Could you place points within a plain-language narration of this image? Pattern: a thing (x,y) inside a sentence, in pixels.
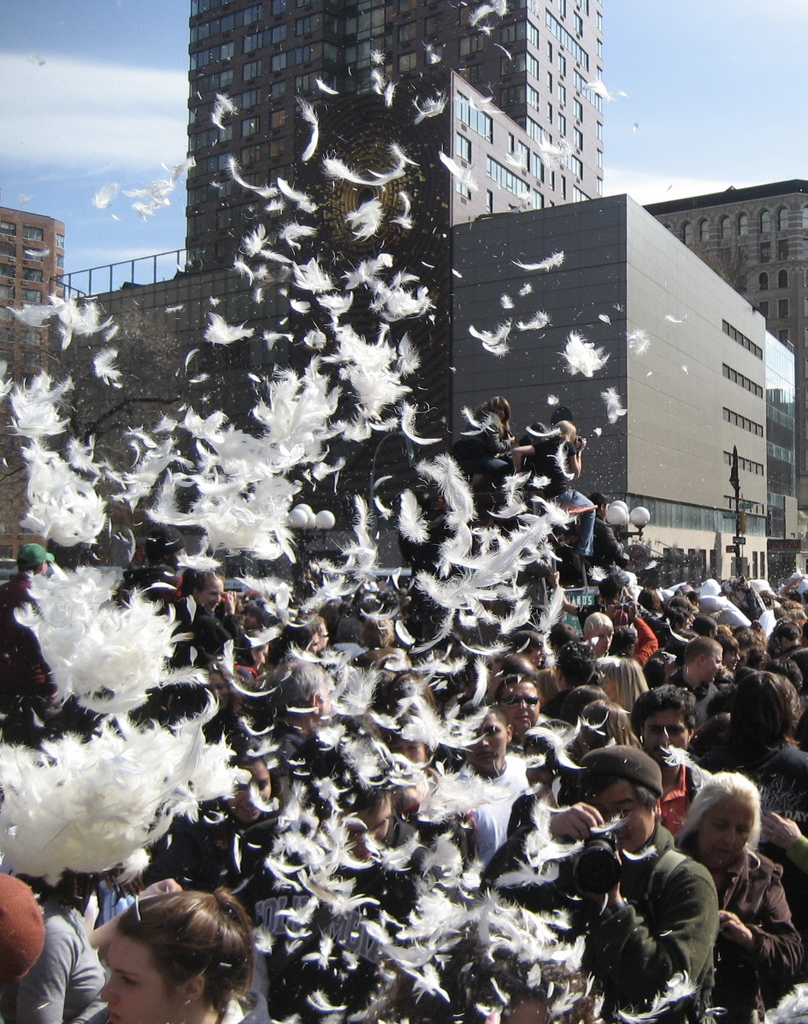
In this image we can see so many men (469,677) and women (739,794). We can see feathers (362,541) in the air (80,160). Background of the image (735,225), building (528,371) are there with glass windows (764,274). The sky (620,47) is in blue color with some clouds (94,130). Right side of the image (620,512) we can see poles (632,517).
